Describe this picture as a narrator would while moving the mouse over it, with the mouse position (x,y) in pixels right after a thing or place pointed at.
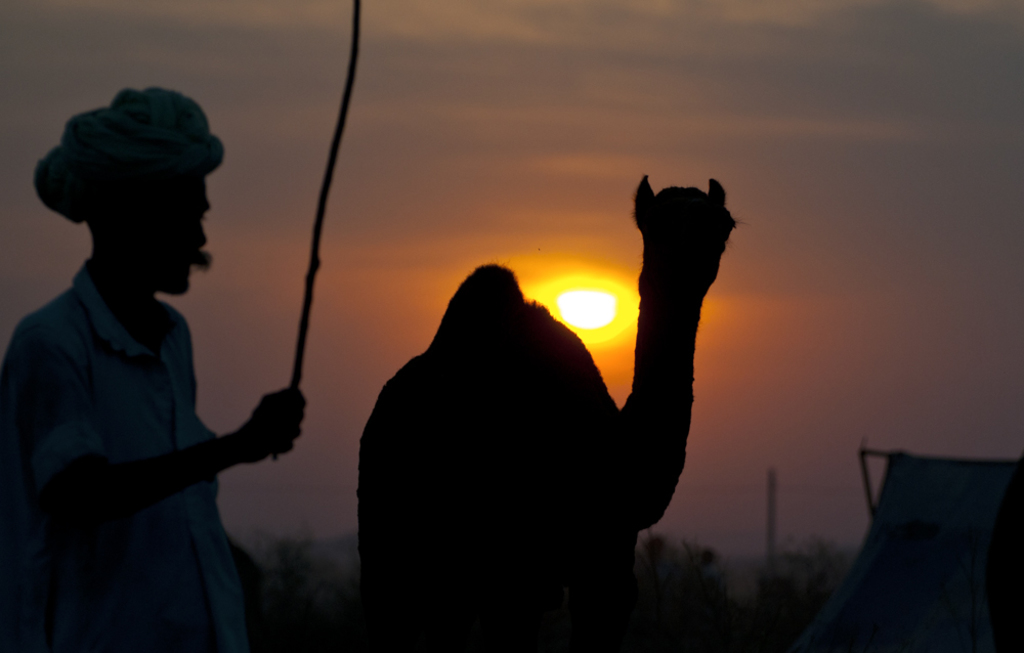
In this image I can see the person (35,401) with the dress (66,382) and holding the stick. To the side I can see an animal (362,479). In the background (299,577) I can see the tent (891,514), trees (312,555), sun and the sky (463,222).
